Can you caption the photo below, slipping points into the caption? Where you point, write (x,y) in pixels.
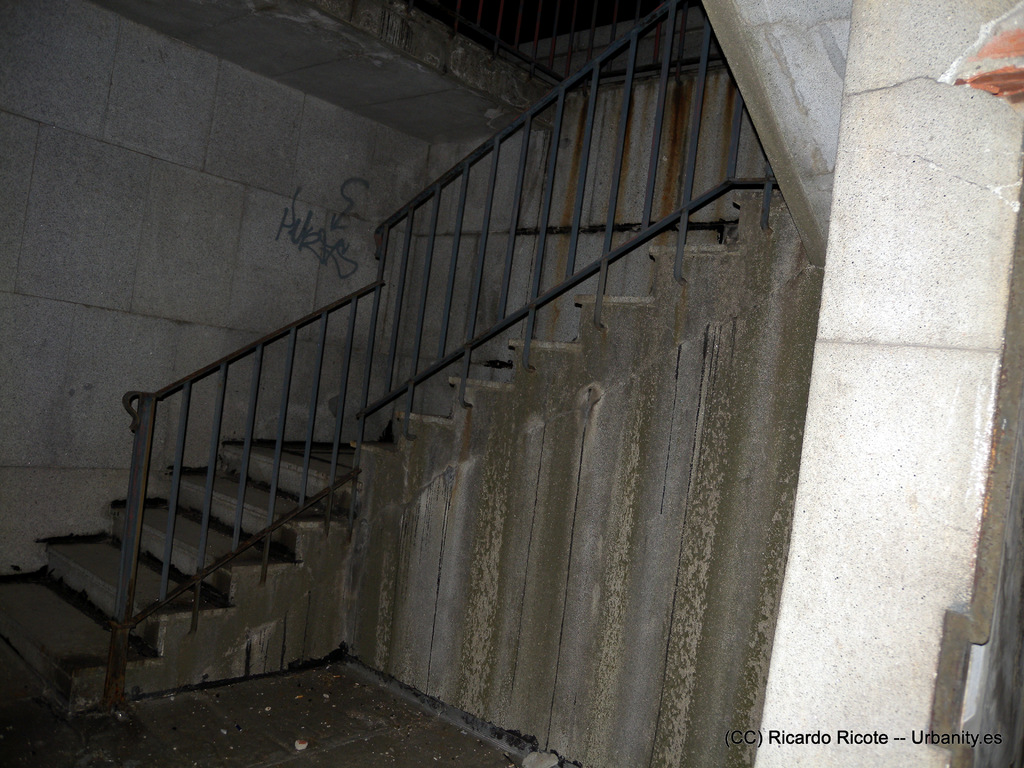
The picture consists of staircase (259,470), hand railing (278,463) and wall (345,228). In the center of the background (323,231) there is text (313,249) on the wall (313,249).
